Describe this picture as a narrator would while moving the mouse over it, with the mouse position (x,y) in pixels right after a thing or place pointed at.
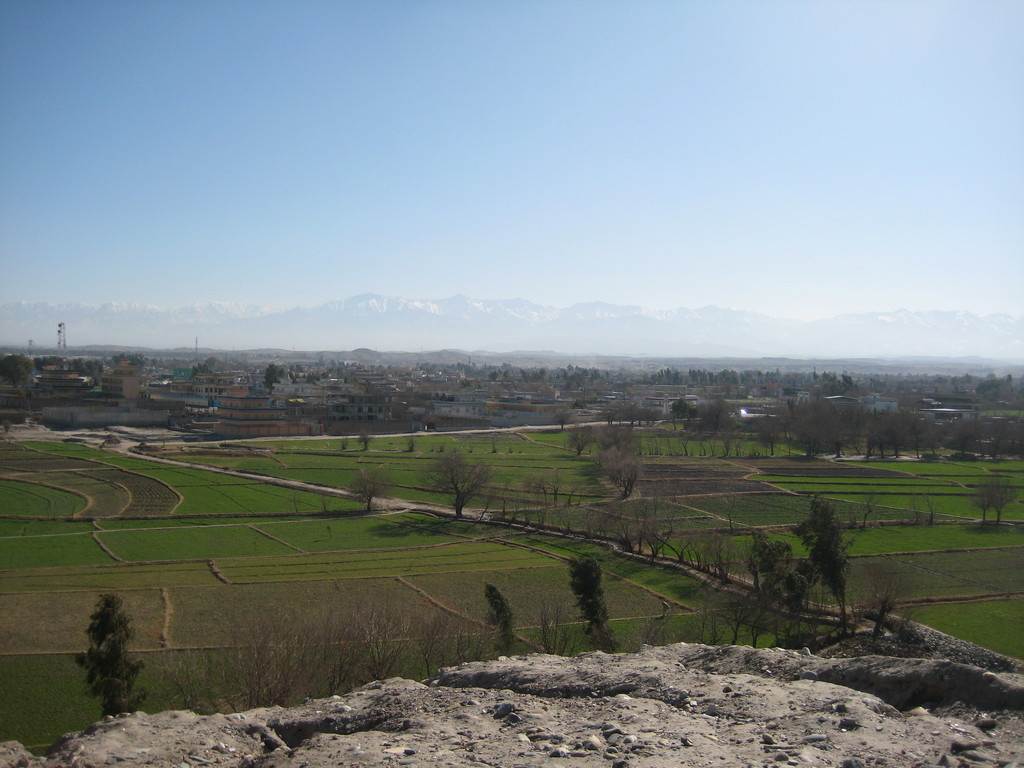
In this image, we can see buildings (415,393), trees (18,363), poles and there are fields (435,574) and hills (503,324). At the top (261,150), there is sky (397,178).
